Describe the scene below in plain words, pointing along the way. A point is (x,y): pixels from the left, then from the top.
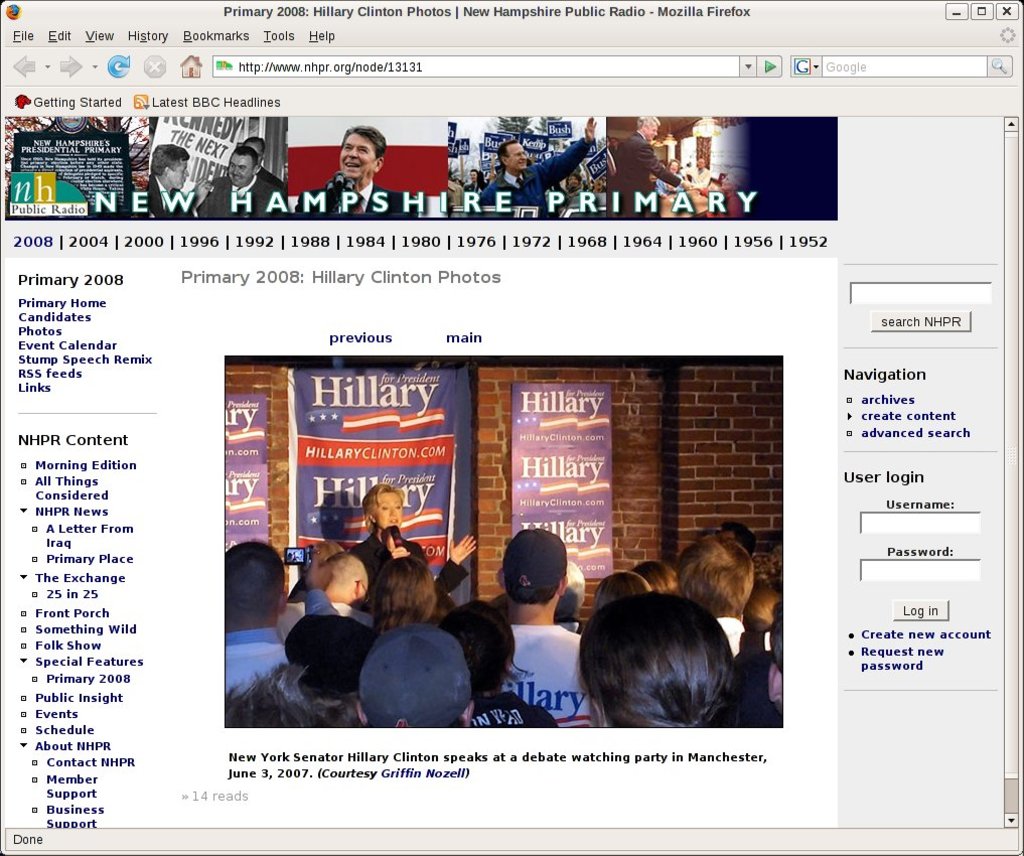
Here we can see web page (248,515), on this page (417,550) we can see people (514,613) and information (63,677).
